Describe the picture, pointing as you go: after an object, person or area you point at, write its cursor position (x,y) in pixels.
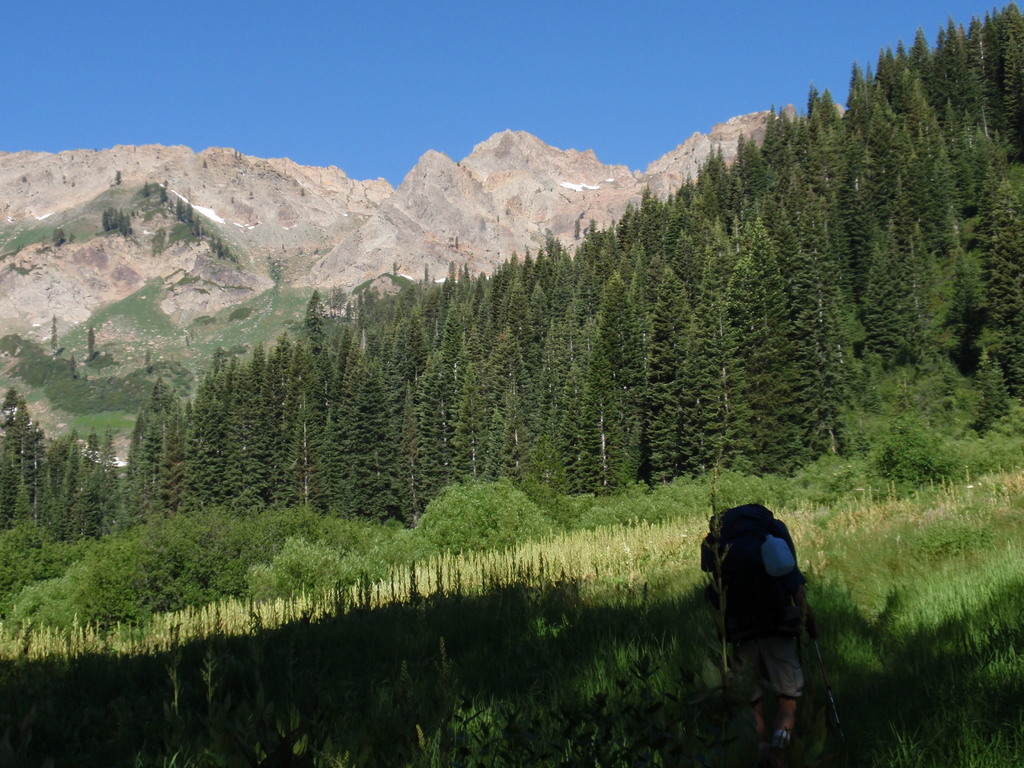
This image is clicked outside. There are trees (462,370) in the middle (627,409). There is sky (376,62) at the top (426,91). There is grass (614,725) at the bottom (614,725). There is a person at the bottom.
